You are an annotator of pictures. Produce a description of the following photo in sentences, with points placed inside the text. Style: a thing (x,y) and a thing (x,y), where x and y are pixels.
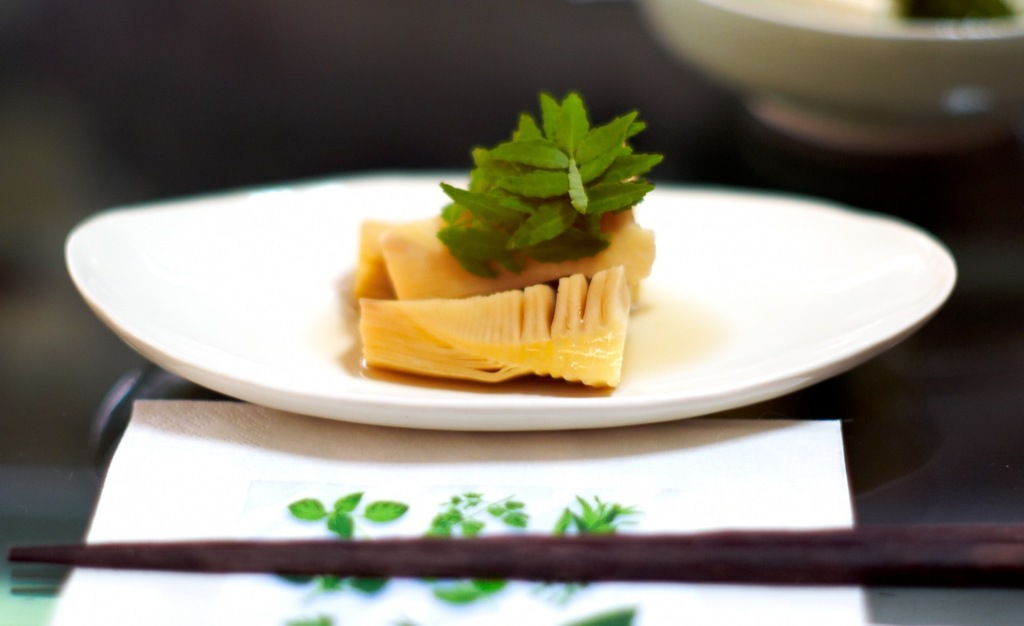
In this image we can see a bowl (907,42) and a plate (262,236) containing food (565,334) placed on the surface (993,357). In the foreground (436,484) we can see a tissue (670,484).
